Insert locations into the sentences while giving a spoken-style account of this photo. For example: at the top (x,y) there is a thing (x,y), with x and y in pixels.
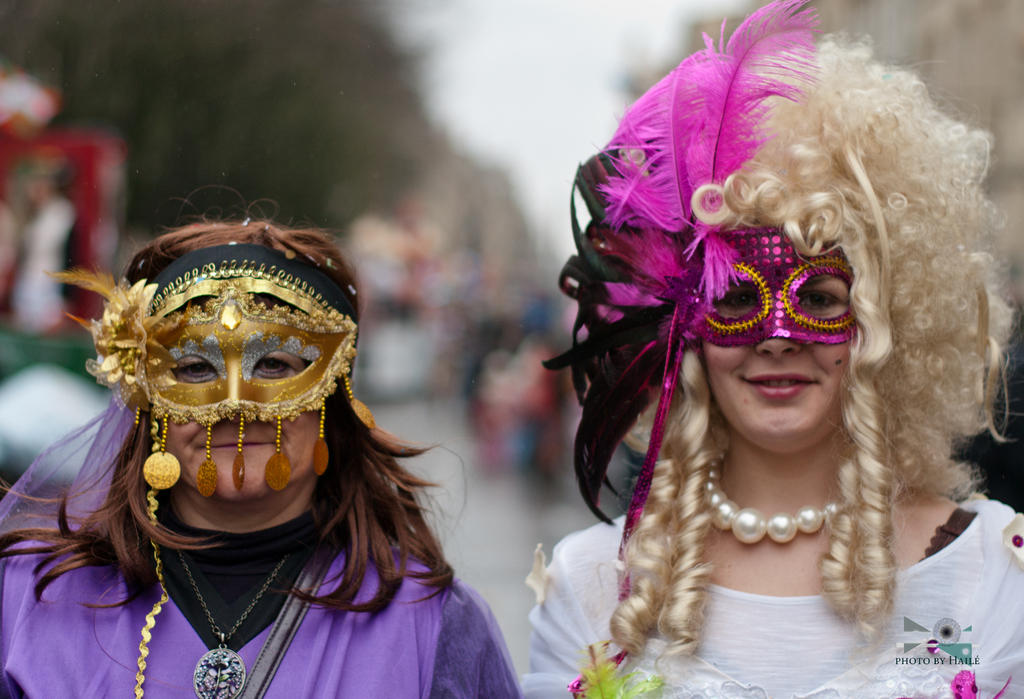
In this image we can see two persons (218,478) wearing costume (998,646) and mask (177,397) to their faces (227,460) and they are posing for a photo and in the background (182,128) the image is blurred.
